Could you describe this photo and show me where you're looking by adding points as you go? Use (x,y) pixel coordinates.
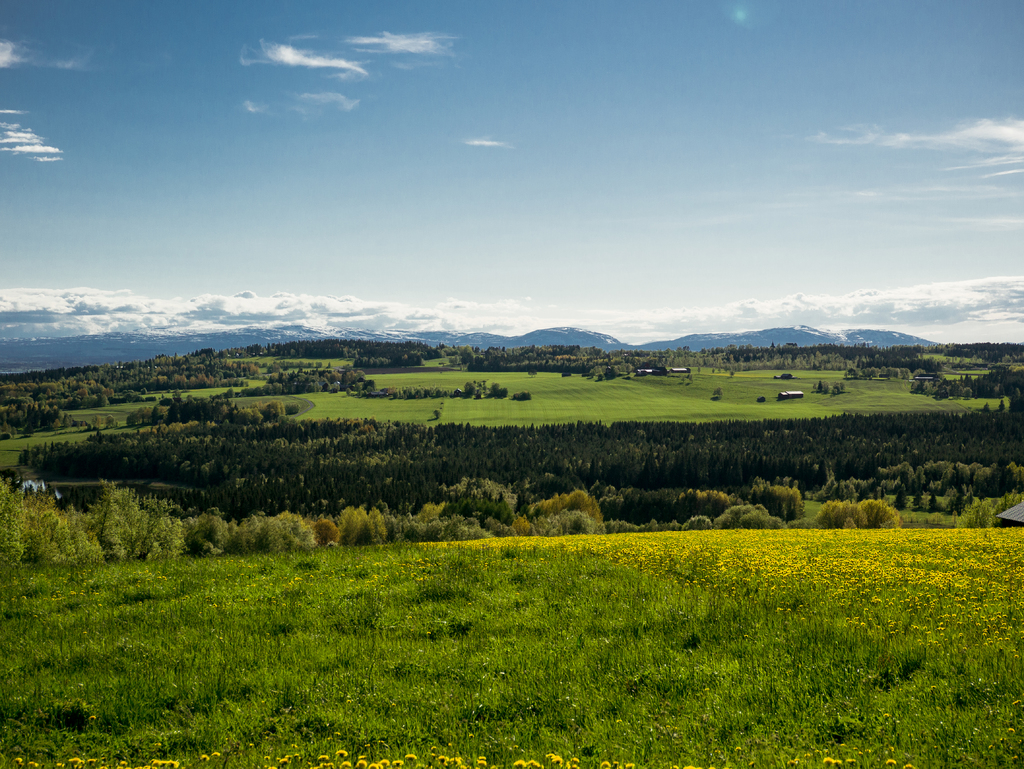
Sky (419,103) is in blue color. Here we can see grass (497,652), trees (660,357) and plants (264,533).
